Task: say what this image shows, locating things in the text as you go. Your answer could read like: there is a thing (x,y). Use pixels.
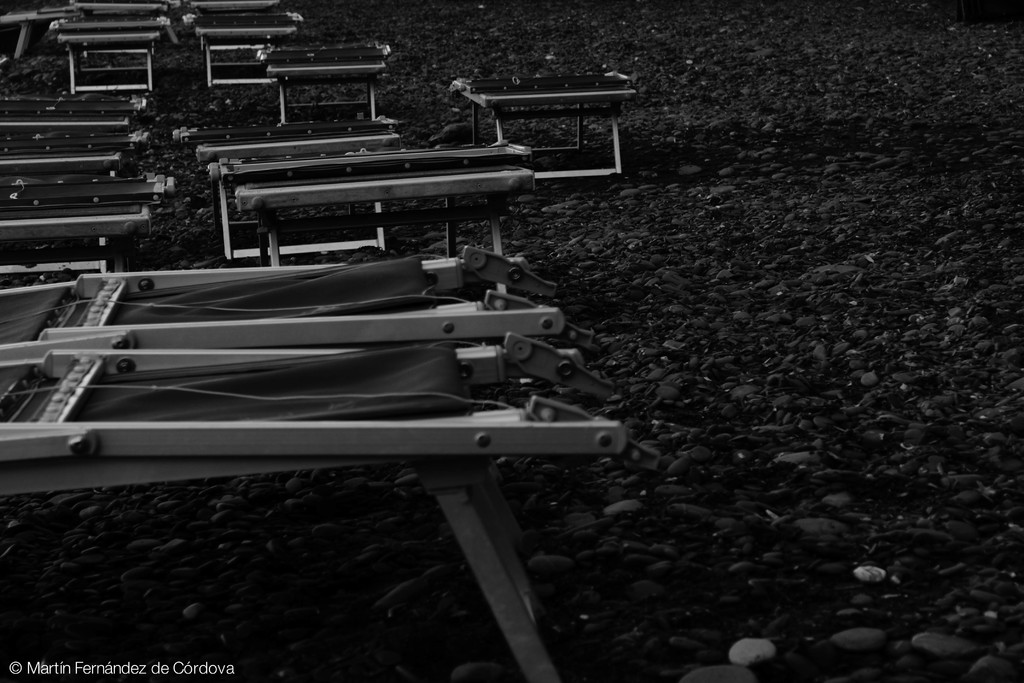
In this image we can see black and white picture of a group of folded chairs (323,123) with cloth (379,383) and ropes (429,395) are placed on the ground (703,507). In the background (948,415), we can see some stones (793,463). At the bottom (133,671) we can see some text (115,670).
